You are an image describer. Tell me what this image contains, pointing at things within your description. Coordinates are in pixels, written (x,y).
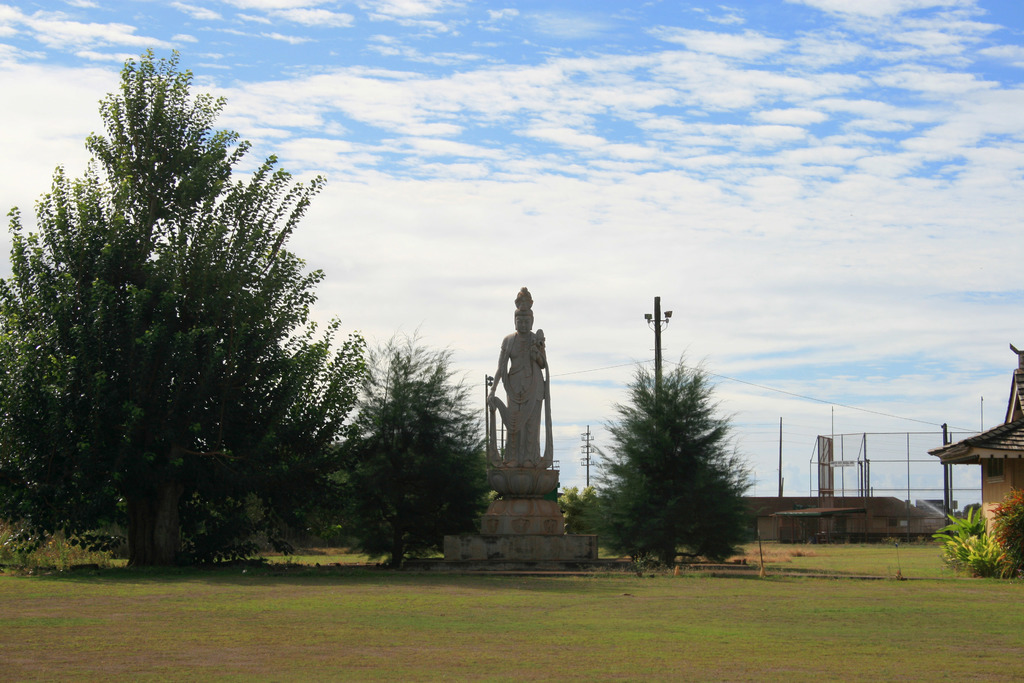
In this image we can see the statue (523,366), trees (473,450), plants (995,556), grass (437,583), transmission towers (781,444), fence (868,493), we can see the house (974,463), at the top (698,63) we can see the sky (684,310) with clouds (808,348).
